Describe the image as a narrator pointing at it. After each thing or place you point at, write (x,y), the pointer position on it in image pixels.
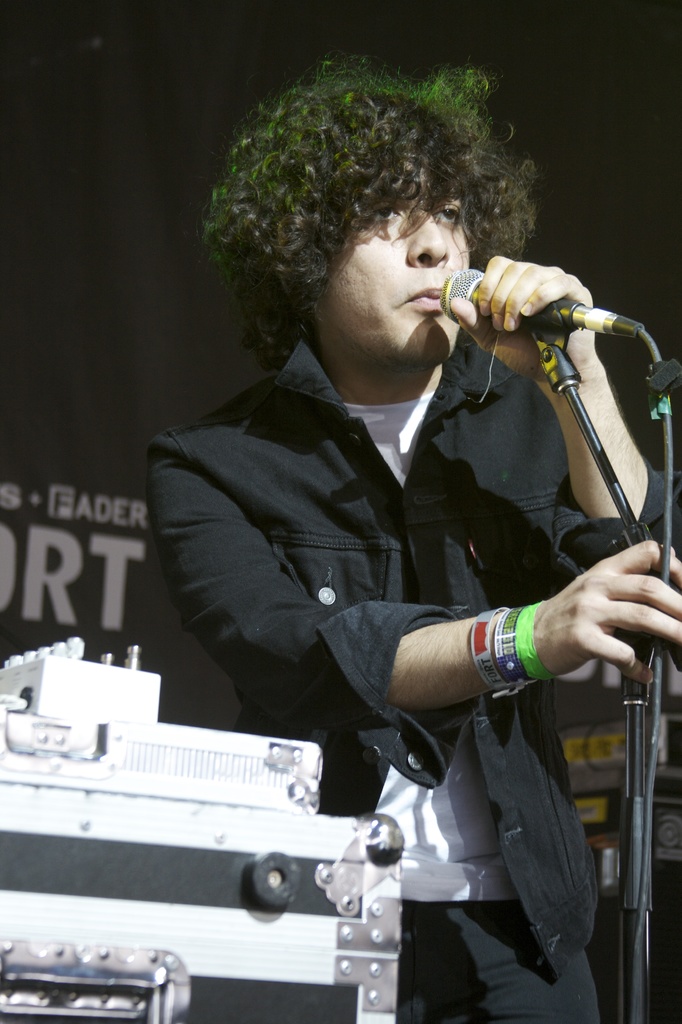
In this image I see a man (523,217) who is holding the mic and I can also see that he is standing and I see an equipment (39,658) over here.
